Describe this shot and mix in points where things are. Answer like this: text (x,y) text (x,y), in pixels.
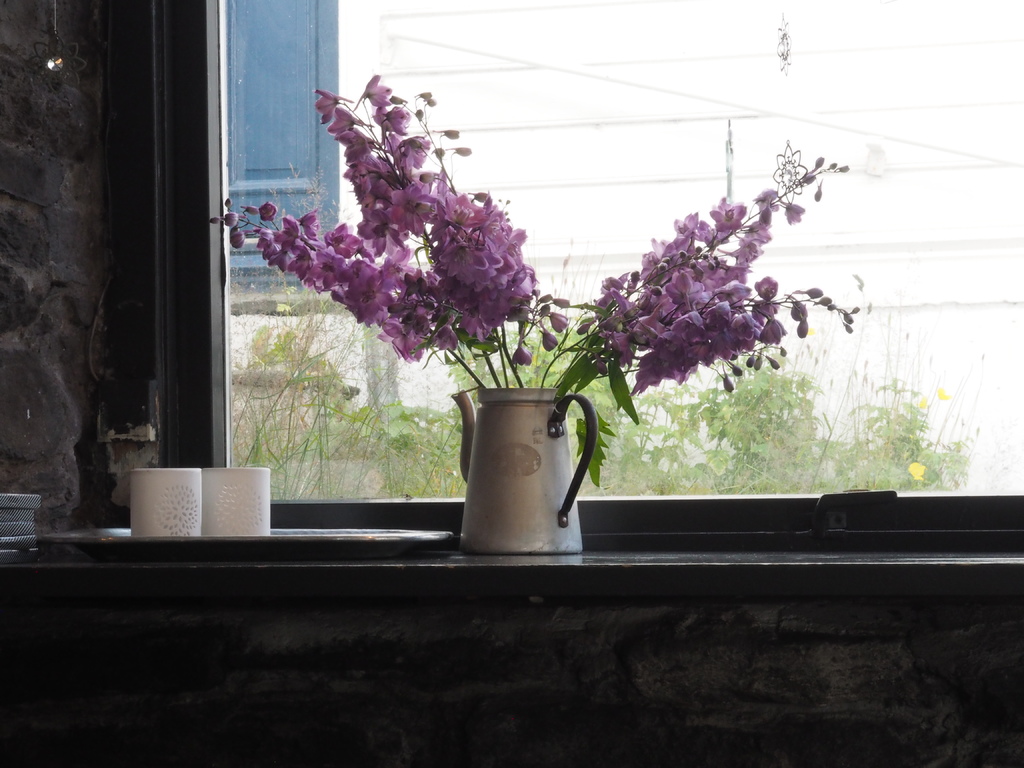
In this image there are objects (483,509) on the surface (513,592), there are trees (623,429), there is a wall (619,137), there are windows (288,116).
